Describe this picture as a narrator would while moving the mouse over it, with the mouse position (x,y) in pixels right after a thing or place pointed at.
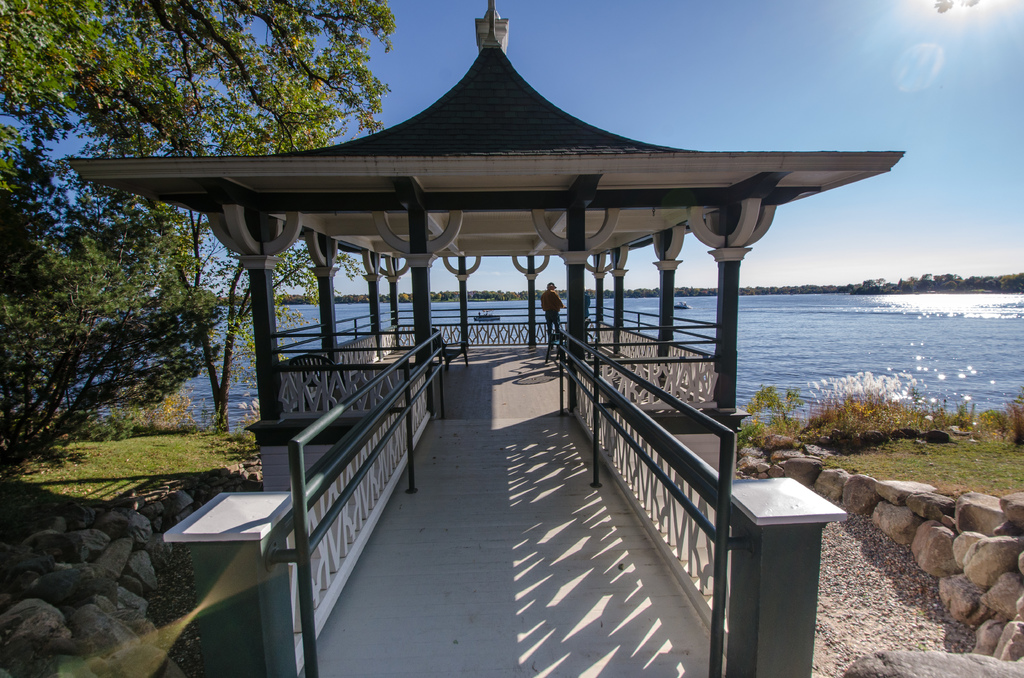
In this image, we can see the shed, there is a person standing under the shed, we can see some stones (85,545), there is grass (126,478) on the ground (186,458), we can see a tree (105,373), there is a water (833,313), at the top (837,144) there is a blue sky (841,59).
